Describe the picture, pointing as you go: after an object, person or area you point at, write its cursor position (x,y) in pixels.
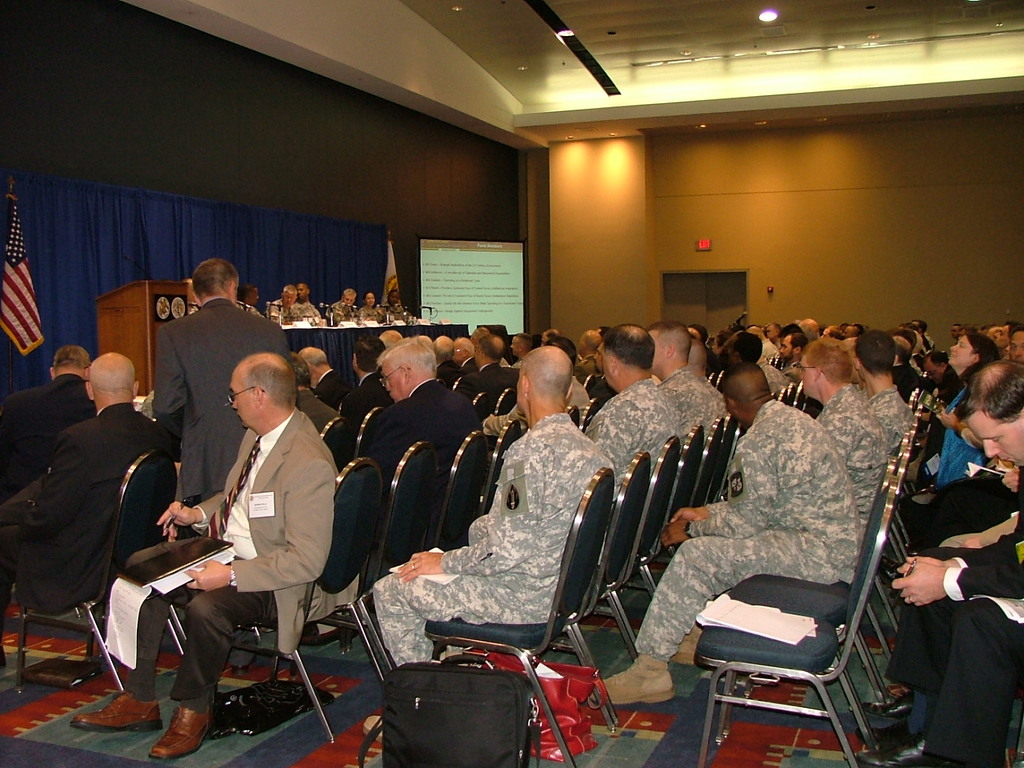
This picture describes about group of people (311,472), few are seated on the chairs (417,470) and a man (228,425) is standing, in the background (293,278) we can find few flags (11,293), curtains (302,267), a projector screen (518,320) and few things (317,323) on the table (349,346), at the bottom of the image (440,694) we can see few bags (499,681), also we can find lights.
